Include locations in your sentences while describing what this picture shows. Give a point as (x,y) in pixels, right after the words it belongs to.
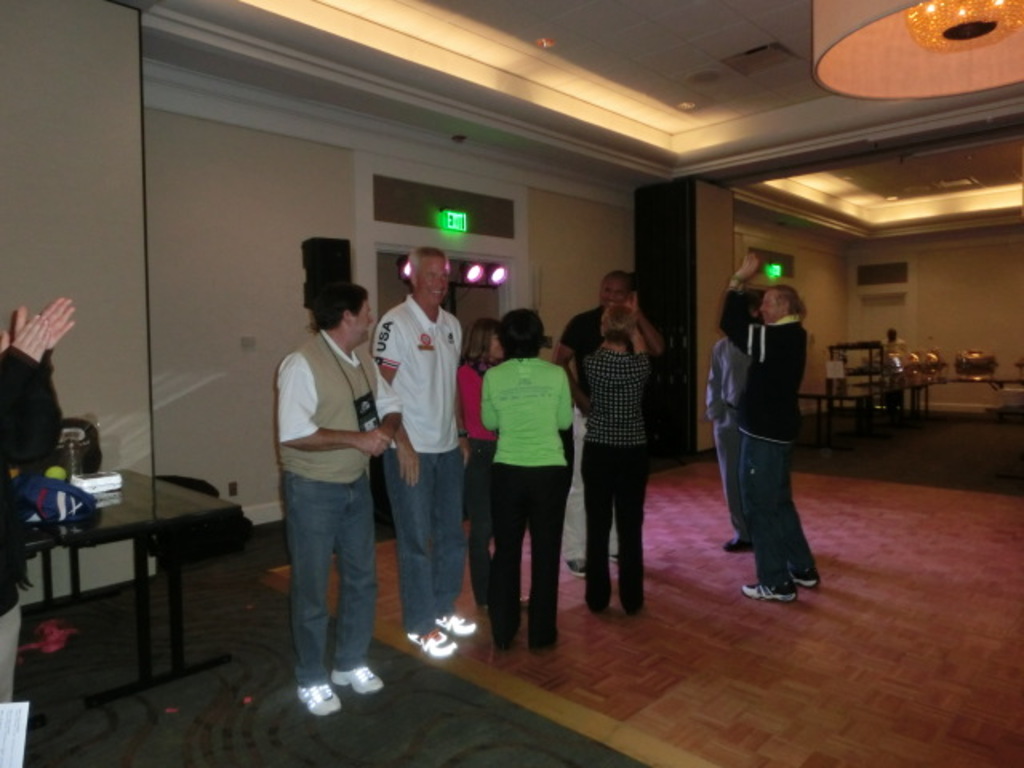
In this image in the center (540,455) there are a group of people (622,449) who are standing, and some of them are smiling and at the bottom (922,587) there is floor (881,536) and on the left side of the image (16,428) there is one person (13,505) standing and clapping and there is a table (136,511). On the table (103,507) there are objects (79,476) and on the right side of the image (964,380) there are tables (894,382) and one person (892,343) is standing. On the tables (866,401) there are some vessels (958,365), and in the background (974,238) there is wall (967,328), doors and some sign boards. At the top (648,65) there is ceiling (764,80) and lights (841,53).
